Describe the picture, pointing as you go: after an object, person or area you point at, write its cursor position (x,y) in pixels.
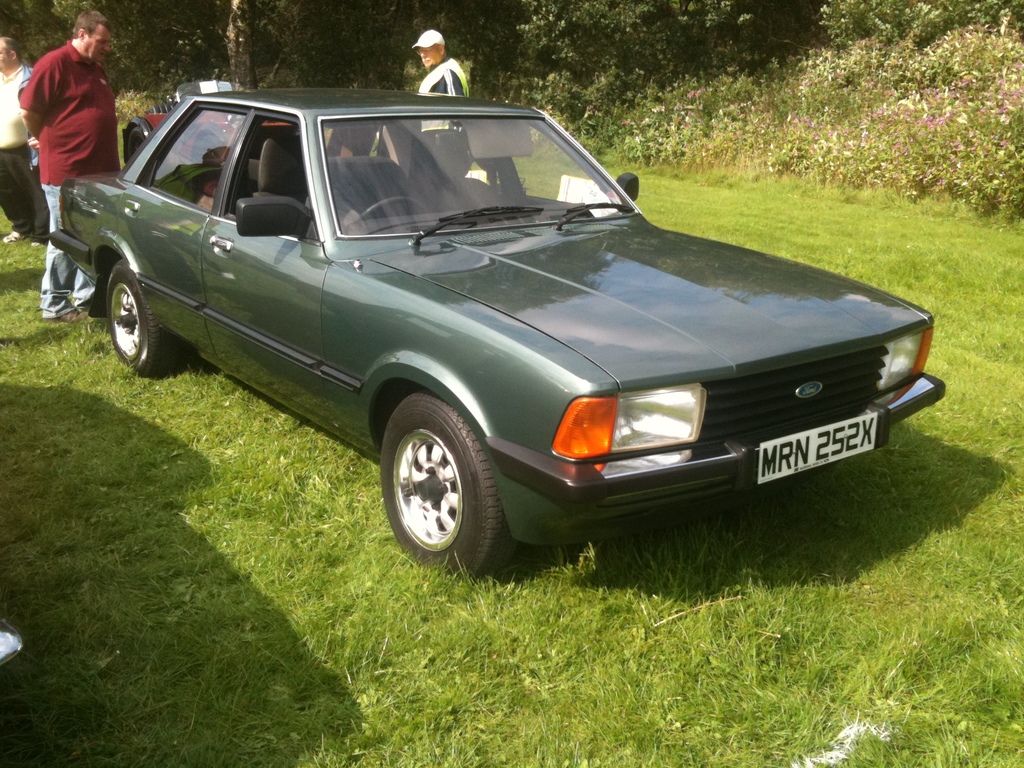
In this image there is a car (413,165). Beside the car (428,185) there are a few people (80,49). At the bottom of the image (525,673) there is grass (499,683) on the surface (607,645). In the background of the image (721,152) there are plants (829,109) and flowers (1002,91). There are trees (683,19).
